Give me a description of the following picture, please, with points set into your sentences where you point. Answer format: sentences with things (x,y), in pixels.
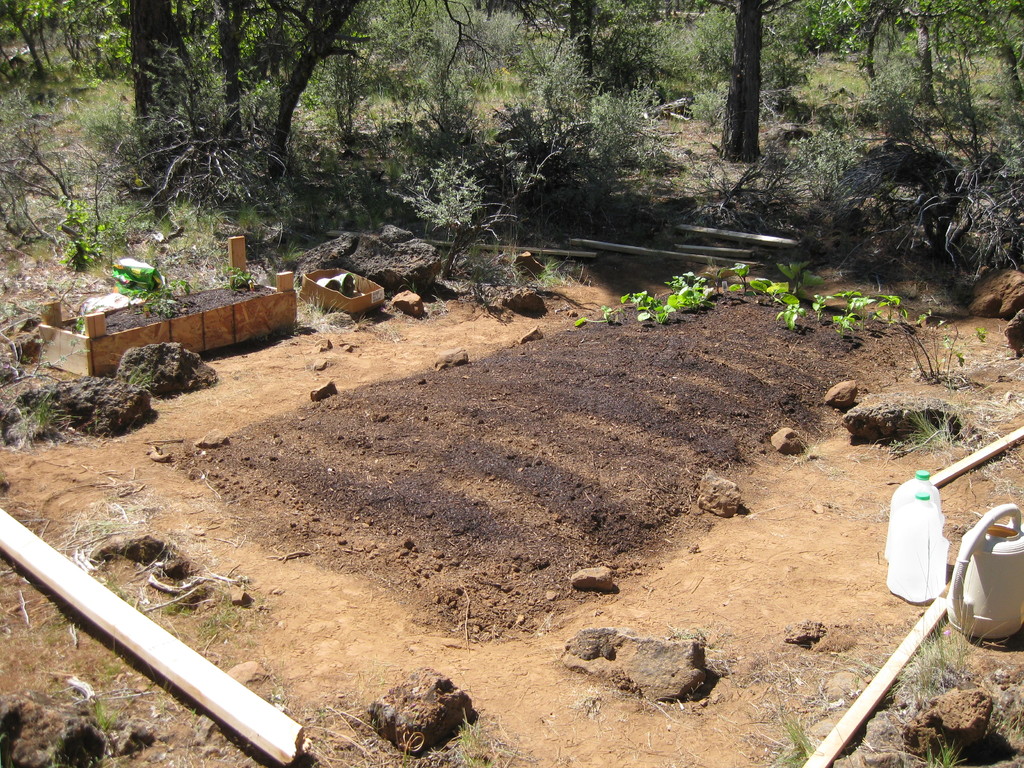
In this picture we can see the garden beds (650,499). In background (886,169) we can see many trees (154,101), plants (467,82) and grass (992,80). On the right (923,509) we can see the water cans (990,562), beside that there is a wooden sticks (925,634).
